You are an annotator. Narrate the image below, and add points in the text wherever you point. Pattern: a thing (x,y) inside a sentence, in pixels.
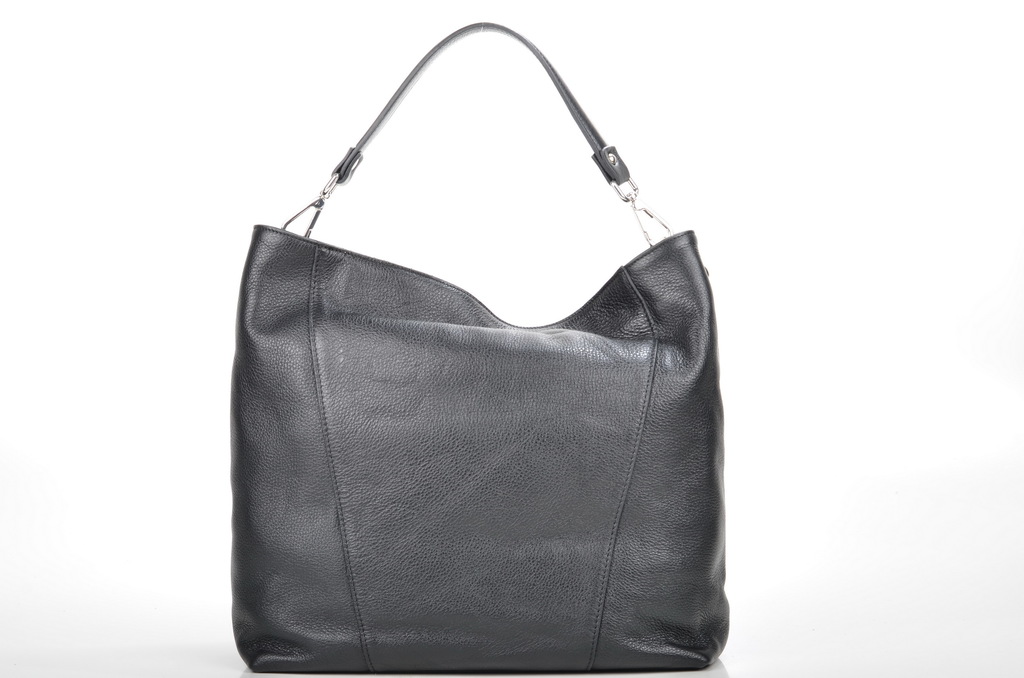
In this image In the middle (526,413) there is a black color handbag (502,498).
